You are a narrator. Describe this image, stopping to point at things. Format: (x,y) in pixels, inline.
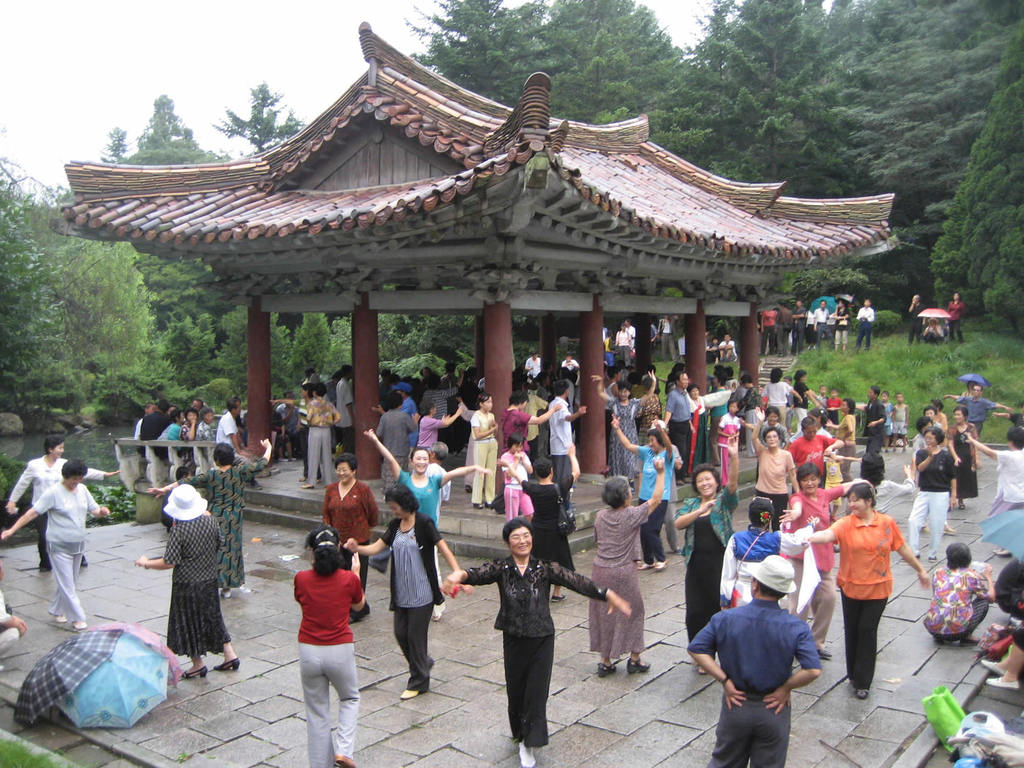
In this image I can see some people (611,520). On the right side (895,383), I can see the grass (853,378). In the background (754,92), I can see the trees (521,90) and the sky (143,60).
